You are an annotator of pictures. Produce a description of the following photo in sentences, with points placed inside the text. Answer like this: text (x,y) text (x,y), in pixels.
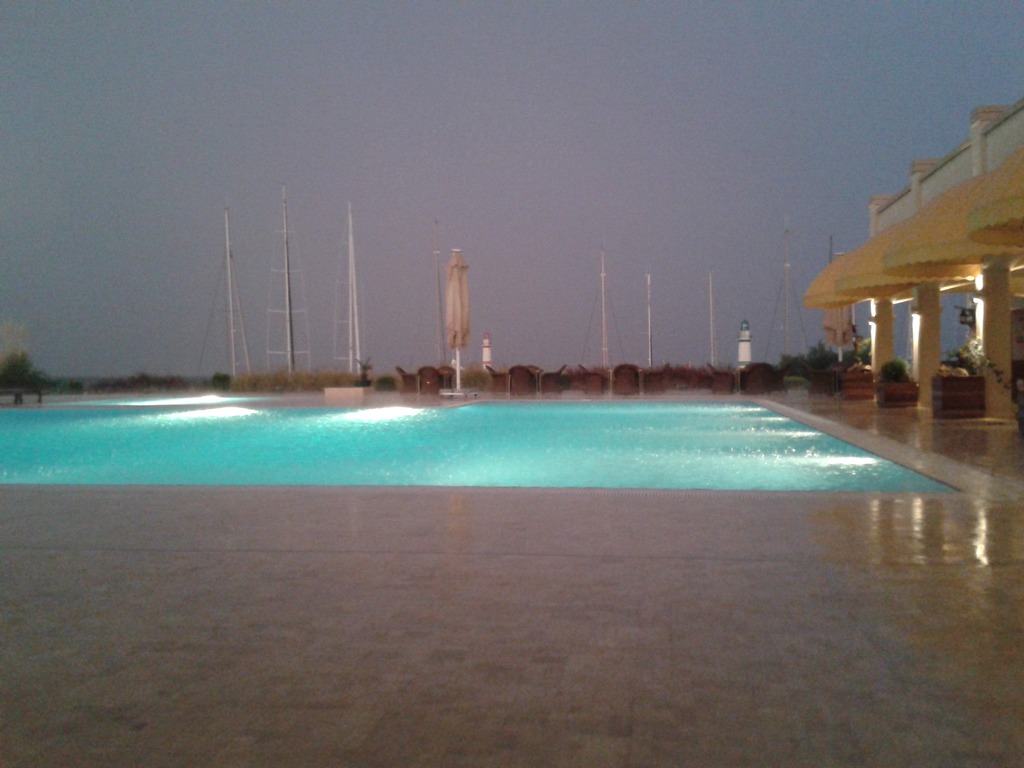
It looks like some resort (249,380), there is a swimming pool (355,438) and behind the swimming pool (189,447) there are few poles (236,298).
